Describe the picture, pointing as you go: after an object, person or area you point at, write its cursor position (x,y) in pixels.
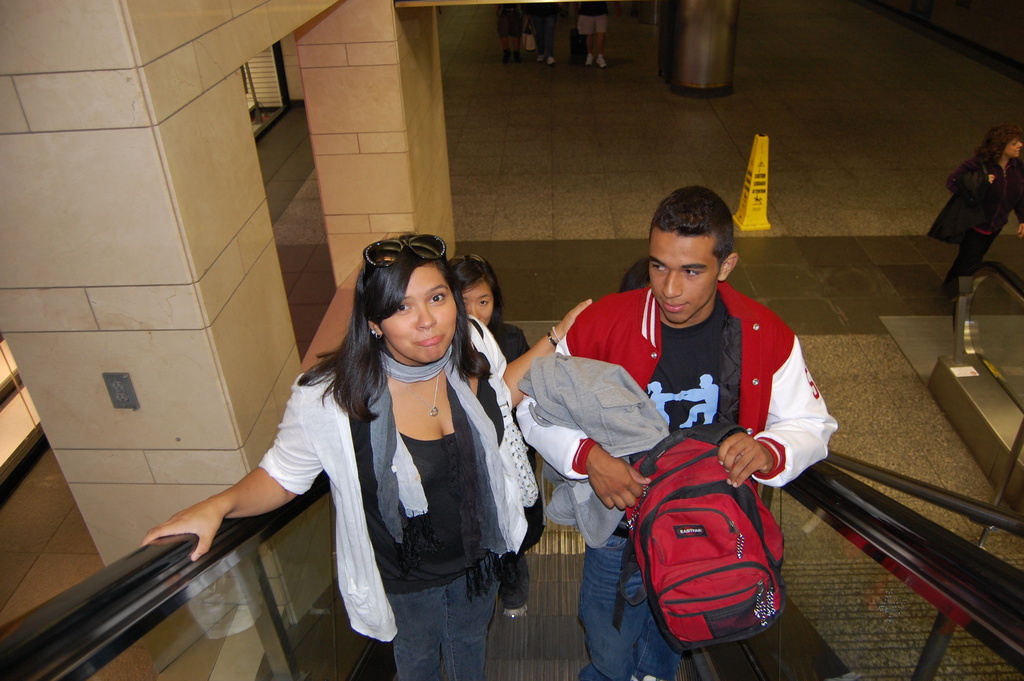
In the picture we can see four people (682,281) are standing on the escalator (310,617) and besides we can see railings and beside the railing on the left hand side (13,144) we can see pillars (73,96) and on the right hand side (971,392) we can see another escalator (972,379) and near it we can see a woman (1021,176) standing and in the background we can see some people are standing on the floor (626,182).
